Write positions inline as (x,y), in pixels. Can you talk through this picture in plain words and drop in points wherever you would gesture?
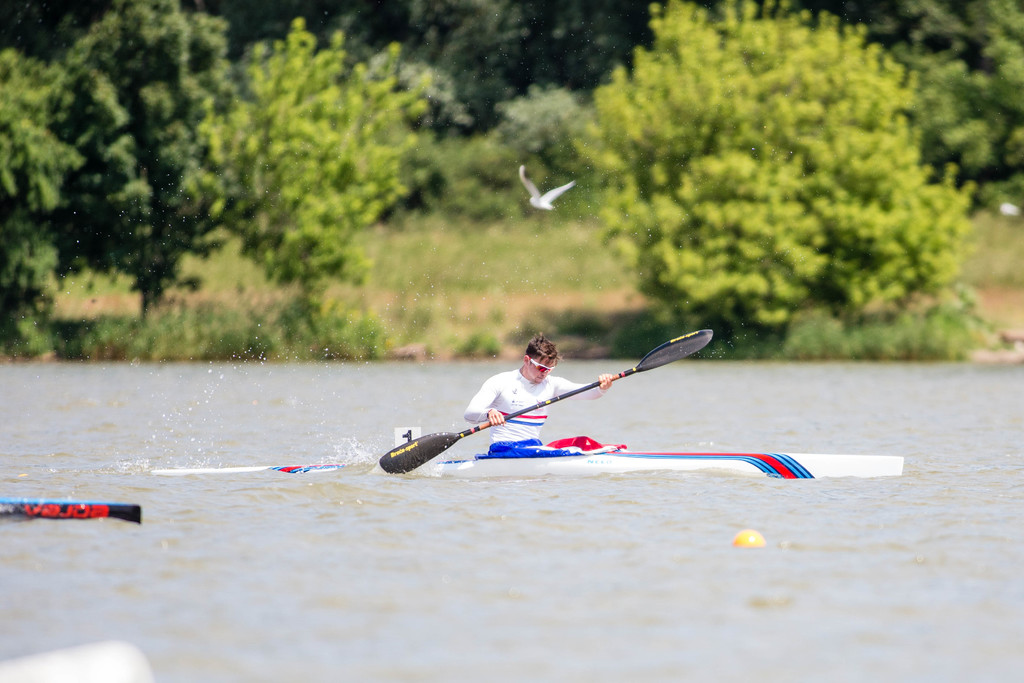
In this picture we can see a man (518,428) is sitting on a kayak (590,454) and kayak (550,447) is on the water (471,482). He is holding a paddle (475,429). Behind the man (523,381), there are trees (465,111). On the left side of the image (74,513), there is an object (128,514). There is a round shape object (740,545) is floating on the water (729,539).
